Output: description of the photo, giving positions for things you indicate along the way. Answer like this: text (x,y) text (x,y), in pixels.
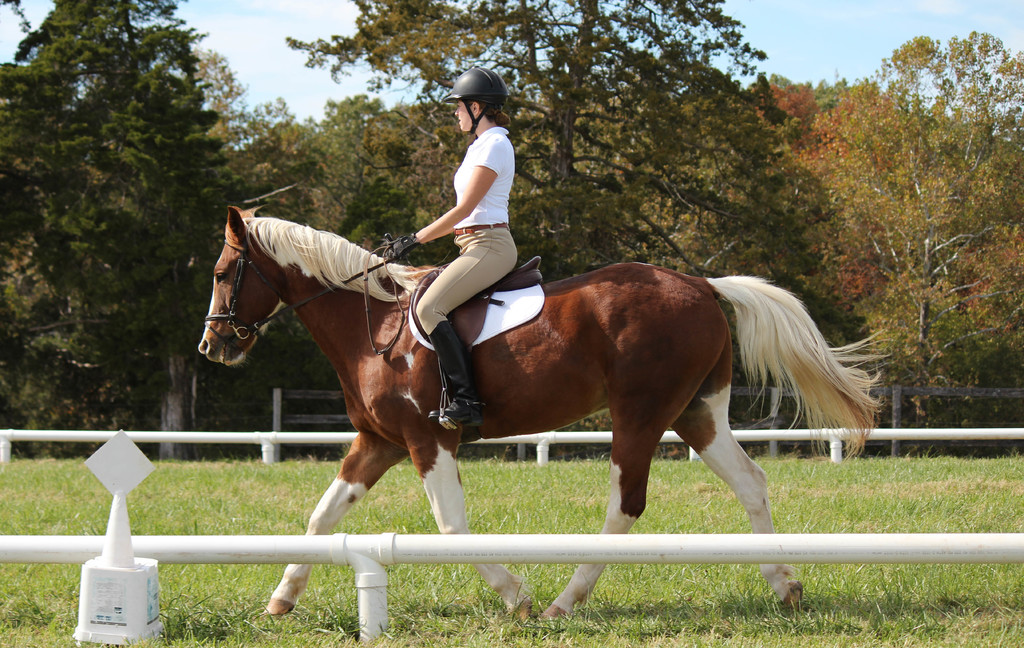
In this image I can see a woman (442,221) is riding a horse (413,393), I can also see she is wearing helmet (494,103) and white T-shirt (456,193). In the background (748,70) I can see number of trees (318,141) and clear view of sky (804,39).
